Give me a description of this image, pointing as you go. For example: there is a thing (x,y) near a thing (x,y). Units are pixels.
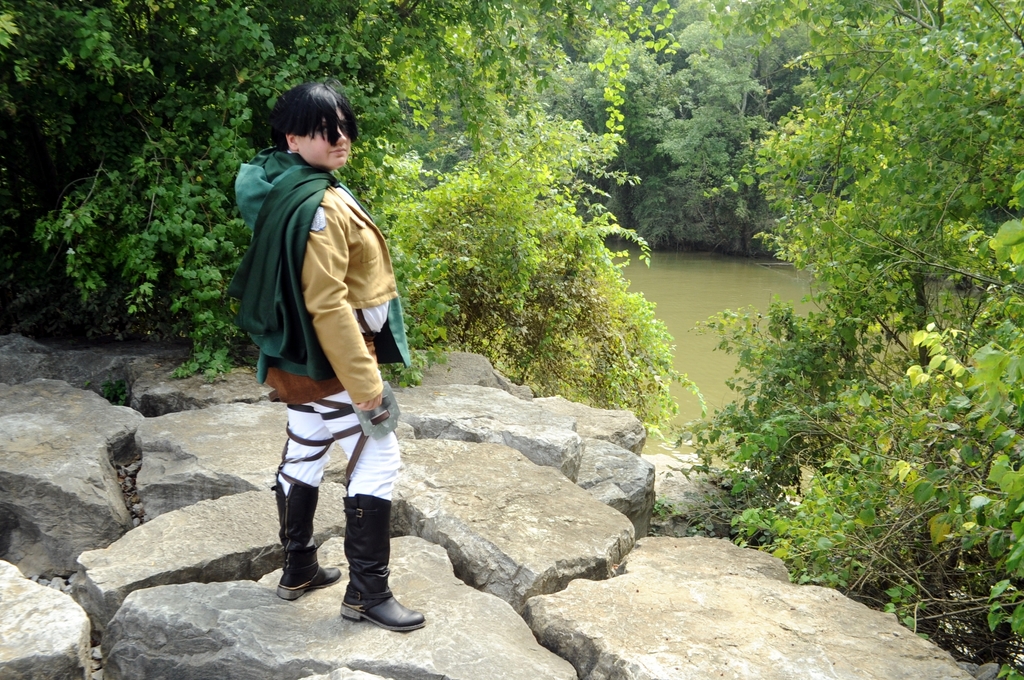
In this image I can see the person (291,364) wearing the brown, green and white color dress (296,418). The person (278,222) is standing on the rock (306,630). In the background (458,113) I can see many trees (578,385) and the water (693,347).
